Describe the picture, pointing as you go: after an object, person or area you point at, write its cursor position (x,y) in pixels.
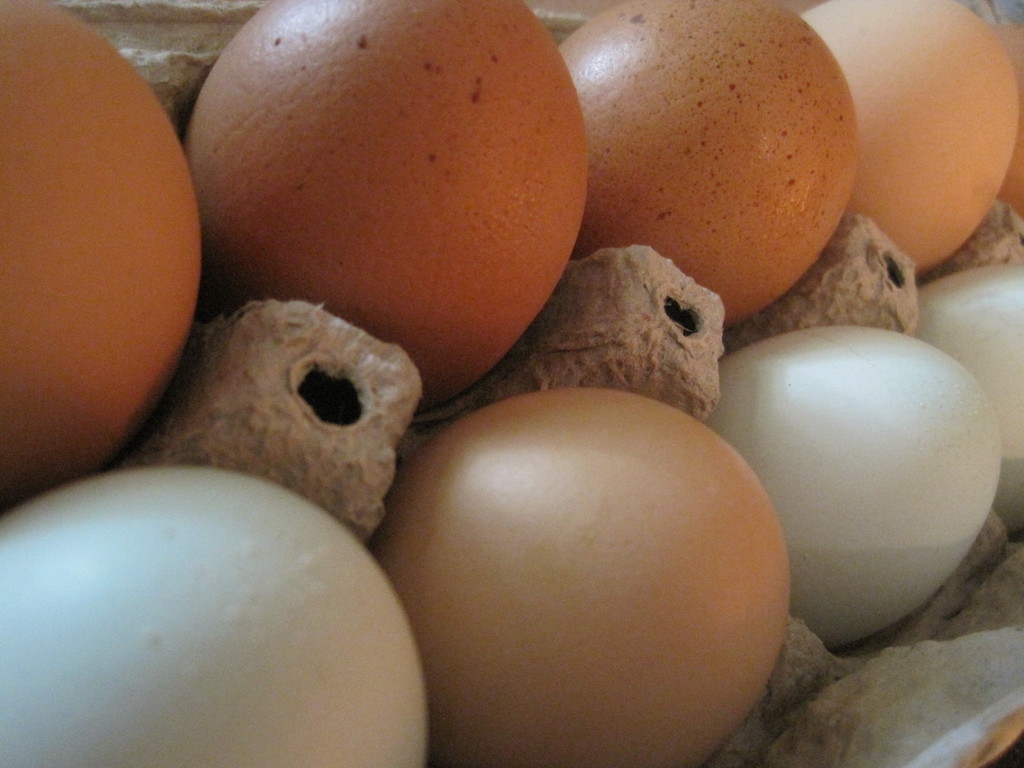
In this picture there are eggs (418,303) in the image.
